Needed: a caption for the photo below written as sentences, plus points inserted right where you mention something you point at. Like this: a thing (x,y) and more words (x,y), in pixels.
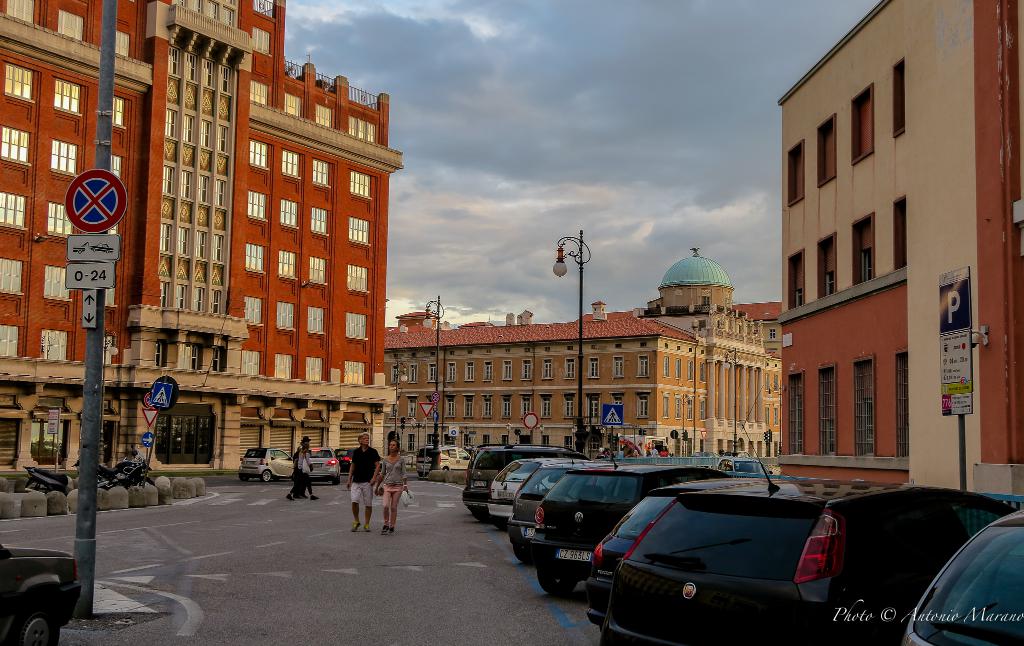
In the middle of the image (578,266) we can see motor vehicles (581,527), persons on the road (304,534), street poles (96,329), sign boards (87,212), street lights (563,259) and no parking boards (91,241). In the background (814,225) we can see buildings (884,334) and sky (570,166) with clouds (578,169).
